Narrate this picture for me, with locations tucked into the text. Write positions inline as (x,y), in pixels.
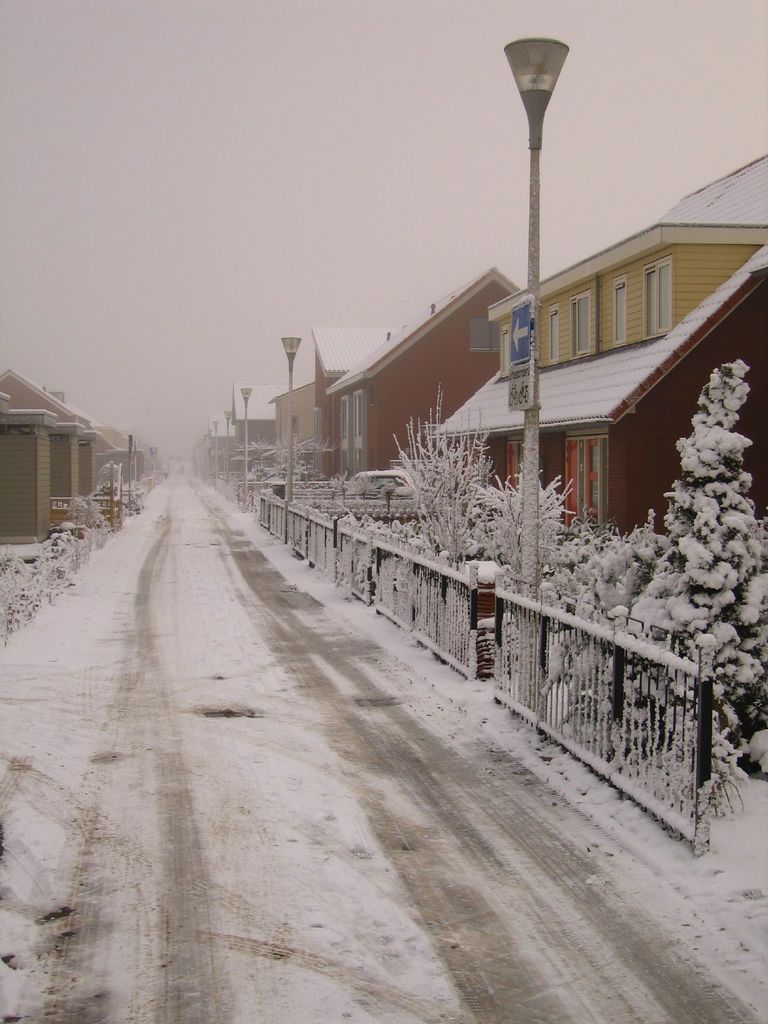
In this picture I can see road (309,761) and beside the road (428,957) I can see houses (547,462) and street lights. Here I can see a sign board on the pole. On the right side (651,657) I can see trees (673,611), plants (640,633) and snow (749,871). In the background (208,300) I can see the sky (202,271).
